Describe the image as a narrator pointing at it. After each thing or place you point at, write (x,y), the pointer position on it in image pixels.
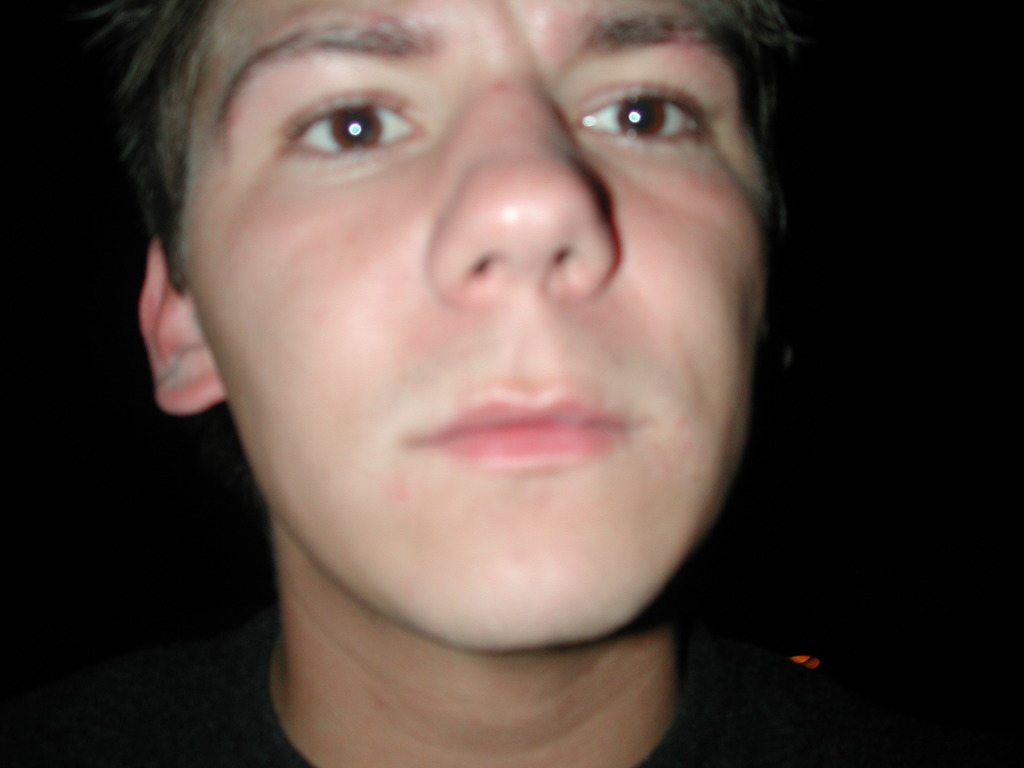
In the picture we can see a face (327,541) of a man (341,681) till his shoulders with a black T-shirt (235,661) and behind him we can see dark.
